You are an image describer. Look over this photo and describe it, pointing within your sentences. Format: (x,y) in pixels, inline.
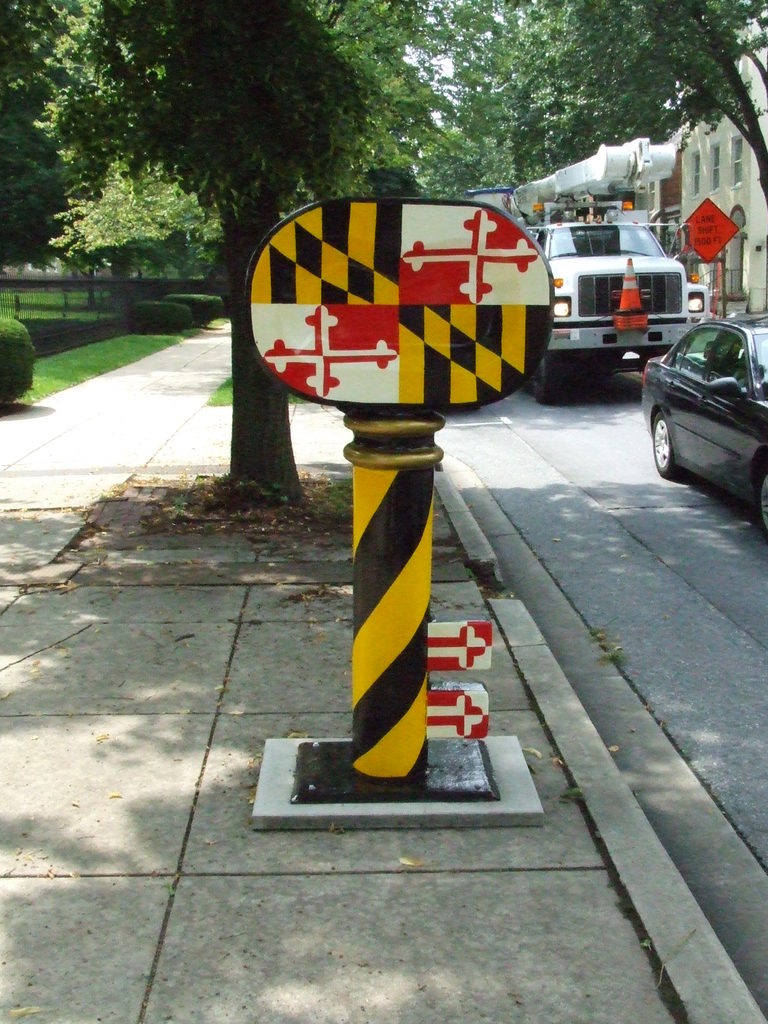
In the foreground of the image (415,566), we can see a sign board (399,326) on the pavement (224,820). In the background (102,138), we can see trees (175,129), fence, grassy land (71,373) and plants (21,376). Right side of the image (691,592), we can see vehicles (663,370) on the road (695,571). Behind the vehicles (643,284), we can see a sign board (710,222) and a building (704,178).
